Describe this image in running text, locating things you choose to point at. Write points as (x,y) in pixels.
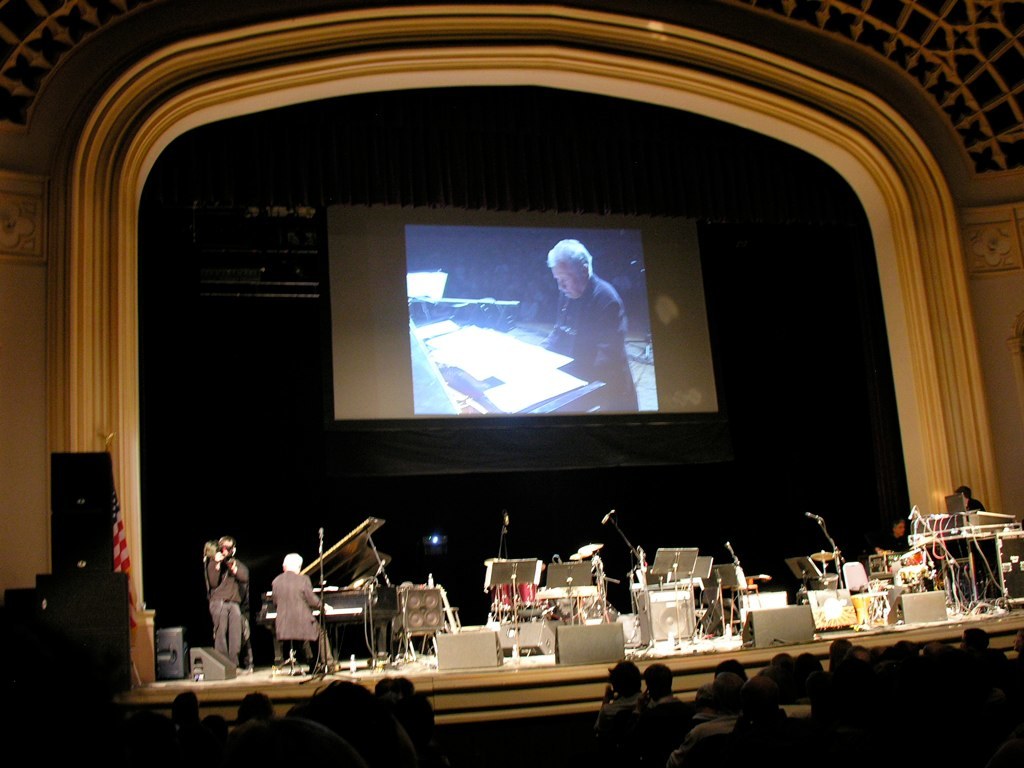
In this image we can see so many musical instruments (357,589), stands (551,576) and mics (603,522) on the stage (514,682). There is a man (303,629) playing piano (347,599) on the stage (353,664) and one man (218,607) is standing by holding the camera (218,545) in his hand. At the bottom of the image (373,703), we can see so many people (283,740) are sitting. There is a big screen (554,250) in the middle of the image (509,410). We can see walls (20,399) on the both sides of the image.
